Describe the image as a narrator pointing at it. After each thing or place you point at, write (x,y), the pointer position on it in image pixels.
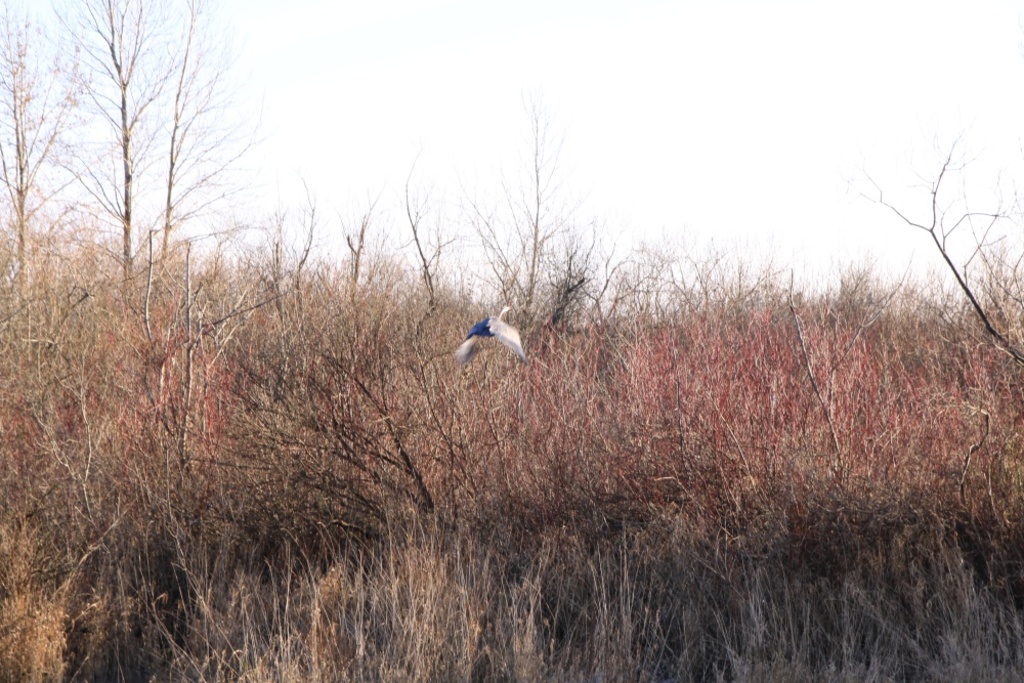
In the center of the image (462,346) there is a bird (517,347). At the bottom (272,635) there is a lot of straw (583,625). In the background (137,243) there are trees (125,83) and sky (650,236).
